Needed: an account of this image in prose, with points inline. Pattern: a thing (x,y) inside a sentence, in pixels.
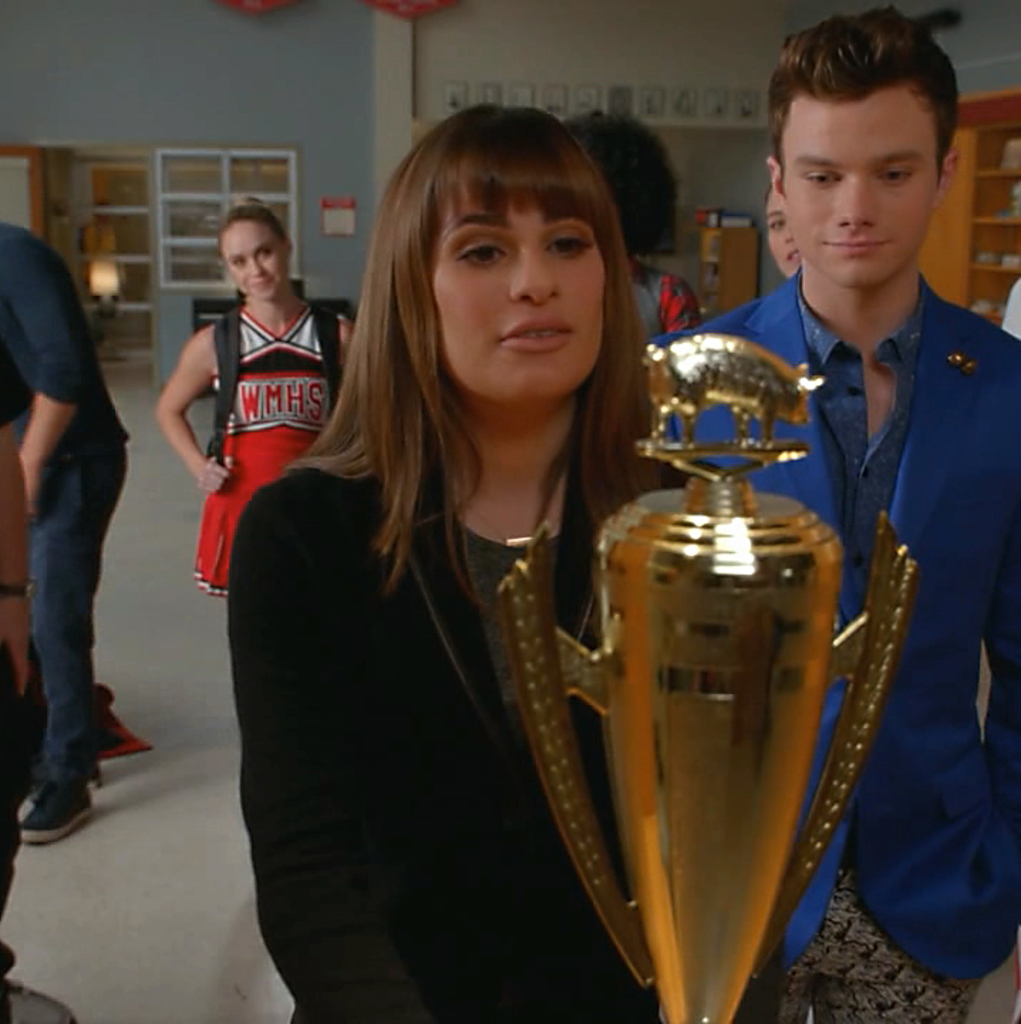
In the picture I can see a woman (361,423) in the middle of the image (654,467) and looks like she is holding a cup (730,688). I can see a man (889,882) on the right side (1008,499) is wearing a blue color suit (984,520) and he is having a look at the cup (656,522). In the background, I can see a few persons (44,340) standing on the floor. I can see a wooden drawer (967,158) on the top right side (931,221).
